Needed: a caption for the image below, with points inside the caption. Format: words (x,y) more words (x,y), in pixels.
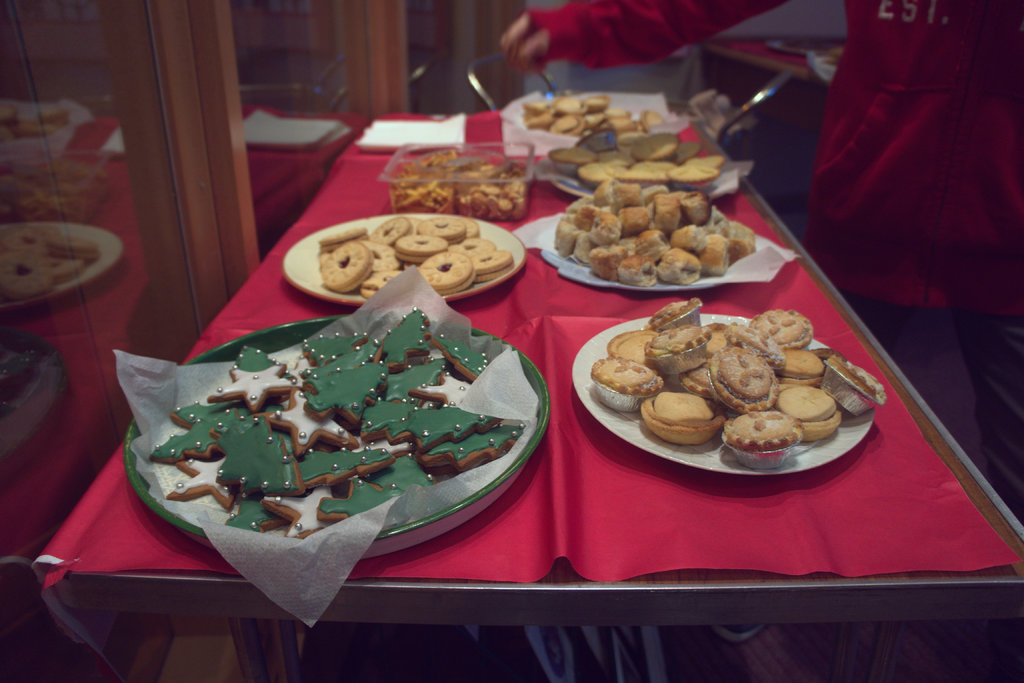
In this image there are baked cookie items (584,100) and some other food items (585,220) in a box (488,195) and on the plates (378,334), on the table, and in the background (554,38) there is a person (834,136) standing, wall (667,69).
